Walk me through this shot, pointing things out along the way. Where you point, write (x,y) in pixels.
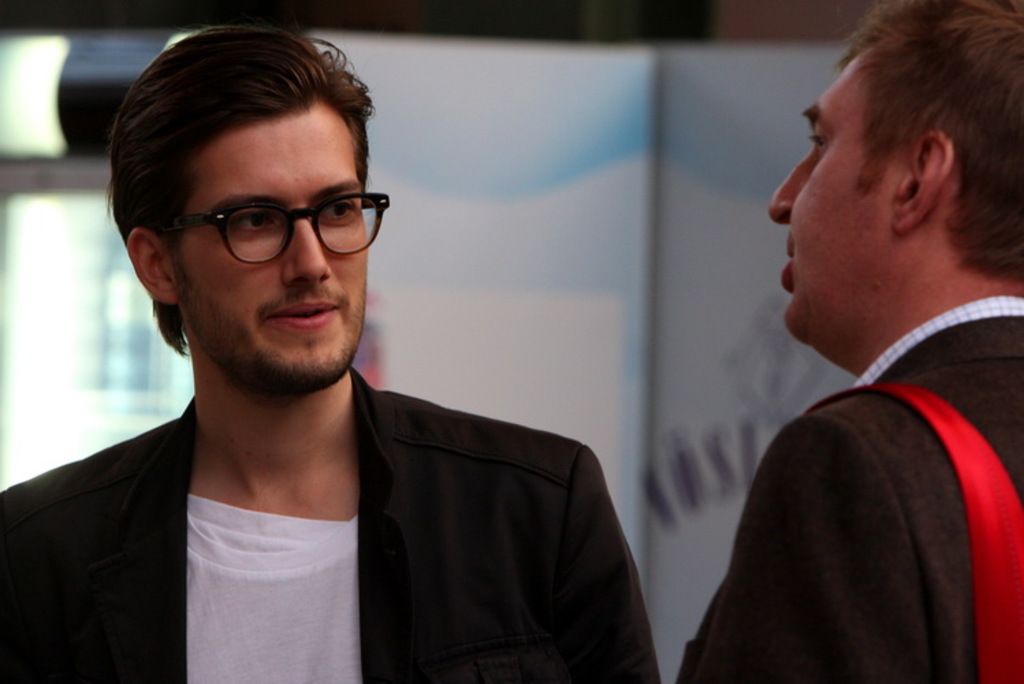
In this image, we can see two men (818,594) standing, on the left side (306,479) there is a man (205,464) standing and he is wearing specs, on the right side (783,552), we can see a man (996,341) standing and he is carrying a red color object (988,641).
